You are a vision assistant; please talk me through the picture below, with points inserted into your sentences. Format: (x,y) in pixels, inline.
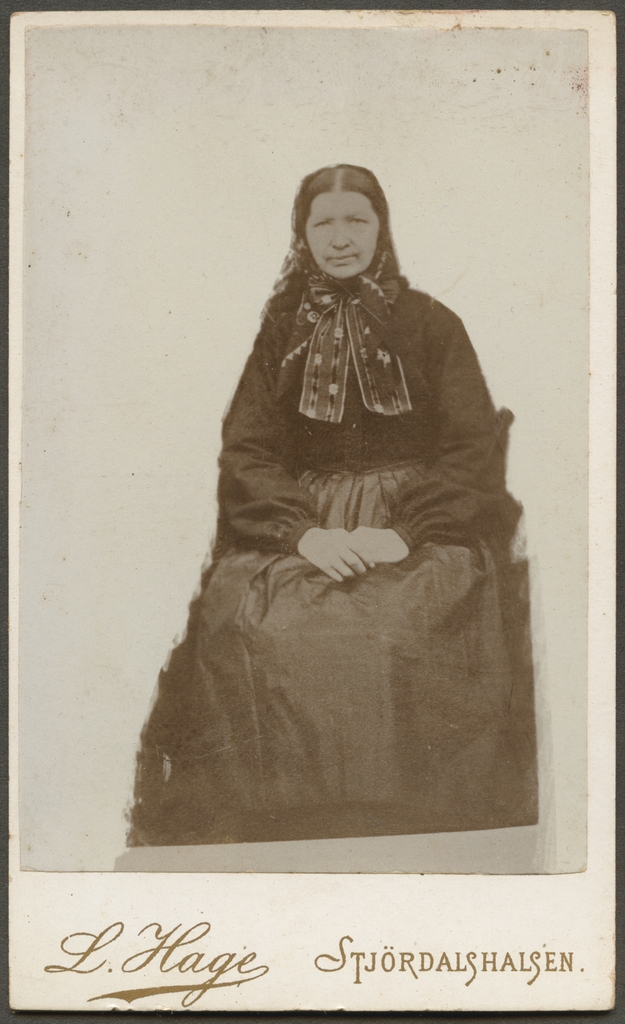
This image is a photograph. In this image we can see woman (339,562) sitting. At the bottom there is a text (352,940).
